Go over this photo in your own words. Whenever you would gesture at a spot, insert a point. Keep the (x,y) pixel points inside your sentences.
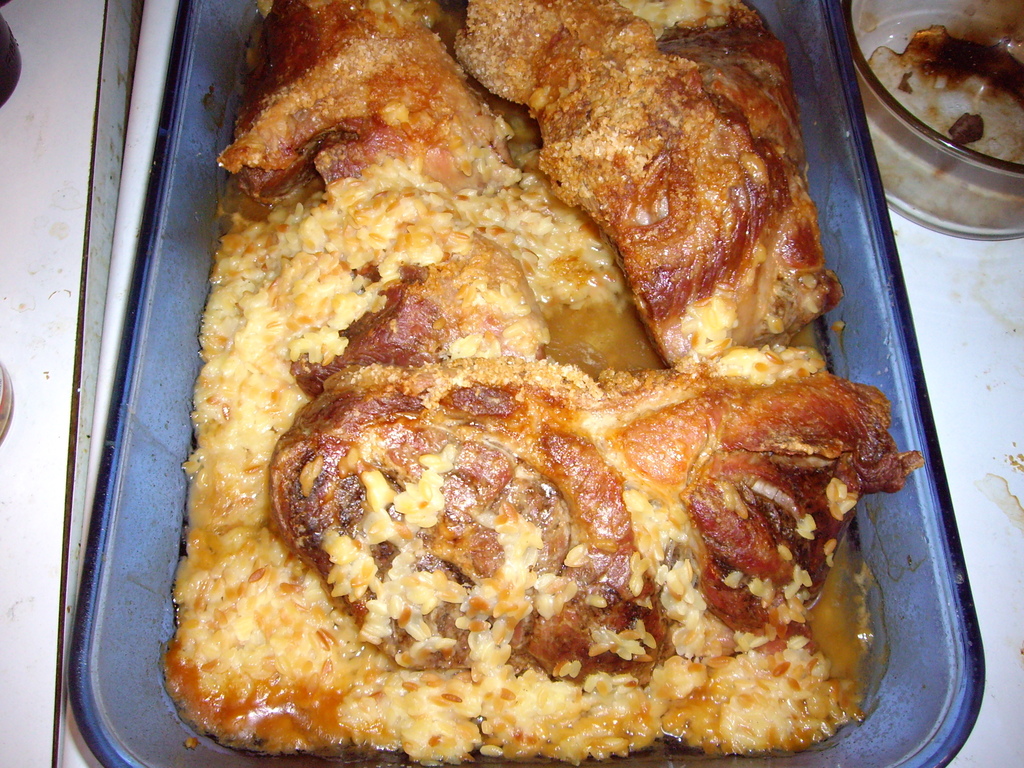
There is a tray (865,176) with a food item (683,401). Near to that there is a glass bowl (939,168) on a surface (931,252). Inside the bowl (879,40) there is some item (971,66).
